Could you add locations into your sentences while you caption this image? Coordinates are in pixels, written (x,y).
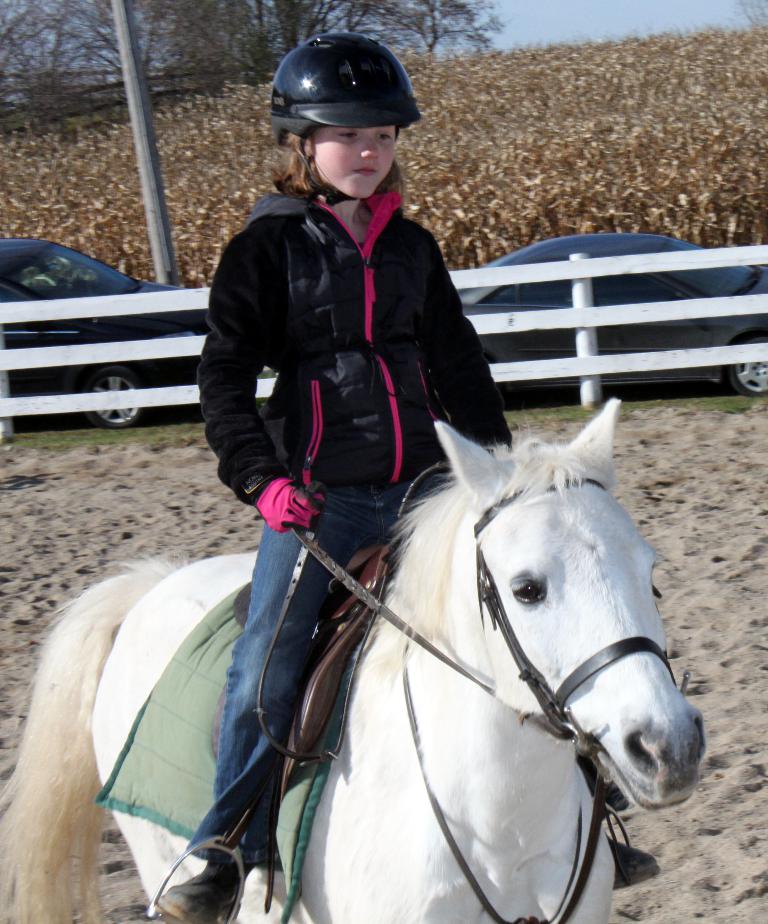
In this image I can see a girl (420,310) wearing a black color jacket (306,239) and black color helmet (372,109), sitting on horse (498,722) and the horse (448,688) color is white at the top (458,100) I can see grass (555,105) and the sky (556,28), tree (261,25), fence (103,354) and pole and vehicle (34,263).
